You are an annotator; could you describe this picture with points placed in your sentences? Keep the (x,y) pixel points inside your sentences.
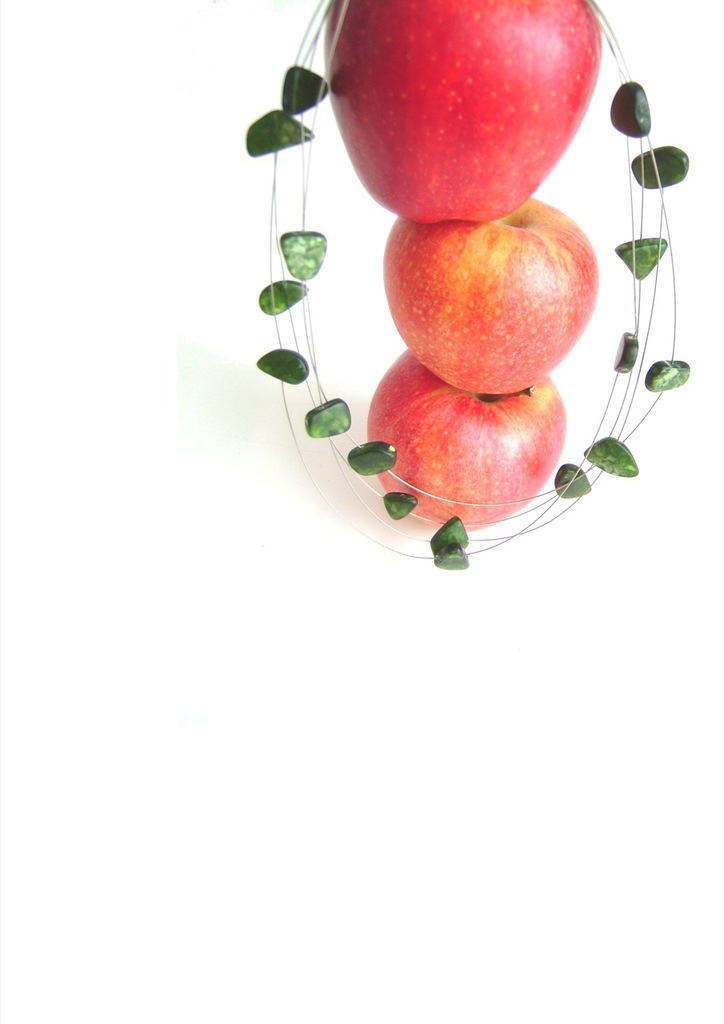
In this image there are apples (479,253) and there are green colour objects (272,295) surrounding the apples (406,313).
